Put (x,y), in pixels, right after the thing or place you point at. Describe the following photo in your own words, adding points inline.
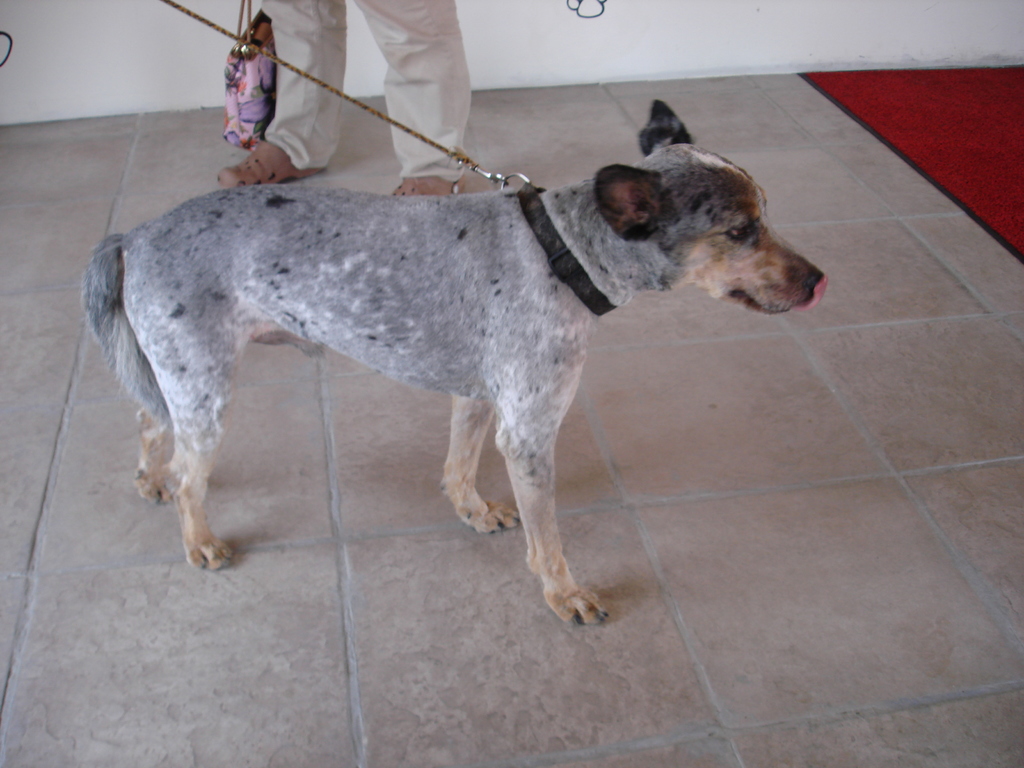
This picture is clicked inside. In the center (394,261) there is a dog (350,259) standing on the ground (291,437). In the background (553,44) we can see the wall (467,19), a bag (263,47) and a person (282,91) standing on the ground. On the right corner (920,106) there is a red color carpet (952,141).
